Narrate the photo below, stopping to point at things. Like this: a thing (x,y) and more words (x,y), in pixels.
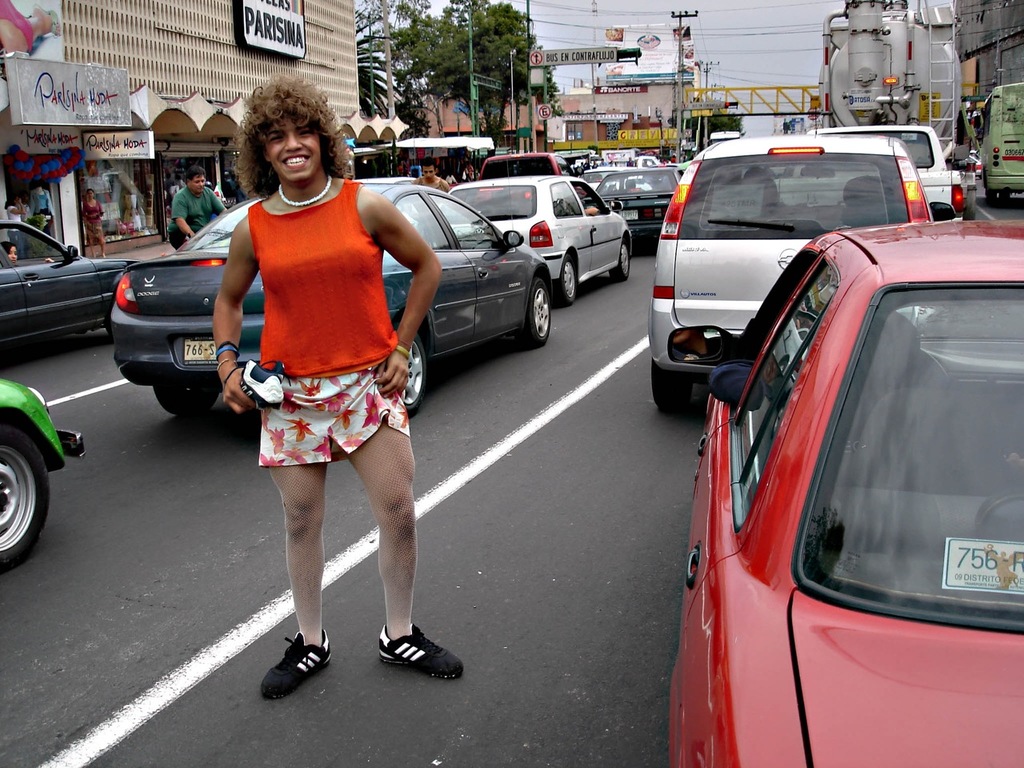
In this image there is a woman (295,149) standing in the road (518,581) and the background there is car (869,271), bridge (712,115), building (561,138), tree (517,90), sky (600,20), pole (528,31), light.
